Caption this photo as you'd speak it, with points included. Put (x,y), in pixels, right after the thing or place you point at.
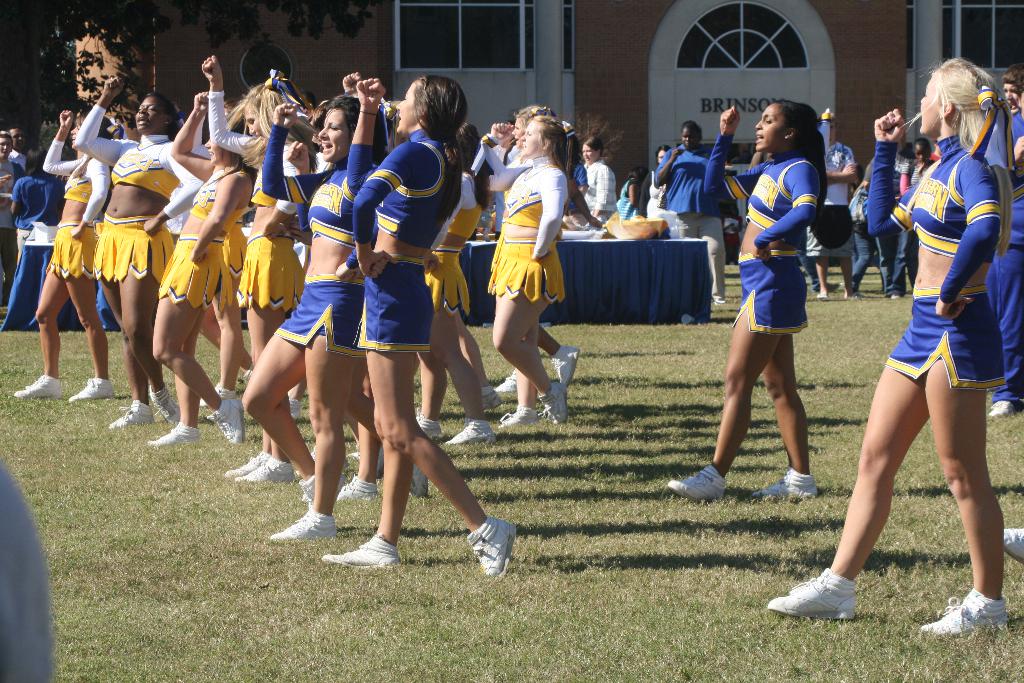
In the foreground of this image (509,132), there are girls (864,560) walking on the grass (569,590). In the background (659,203), there are people (639,203) standing and few objects (641,223) on the table (614,282) and also there is a wall (637,29) of a building (643,42) and at the top left (34,54), there is a tree (25,79).
